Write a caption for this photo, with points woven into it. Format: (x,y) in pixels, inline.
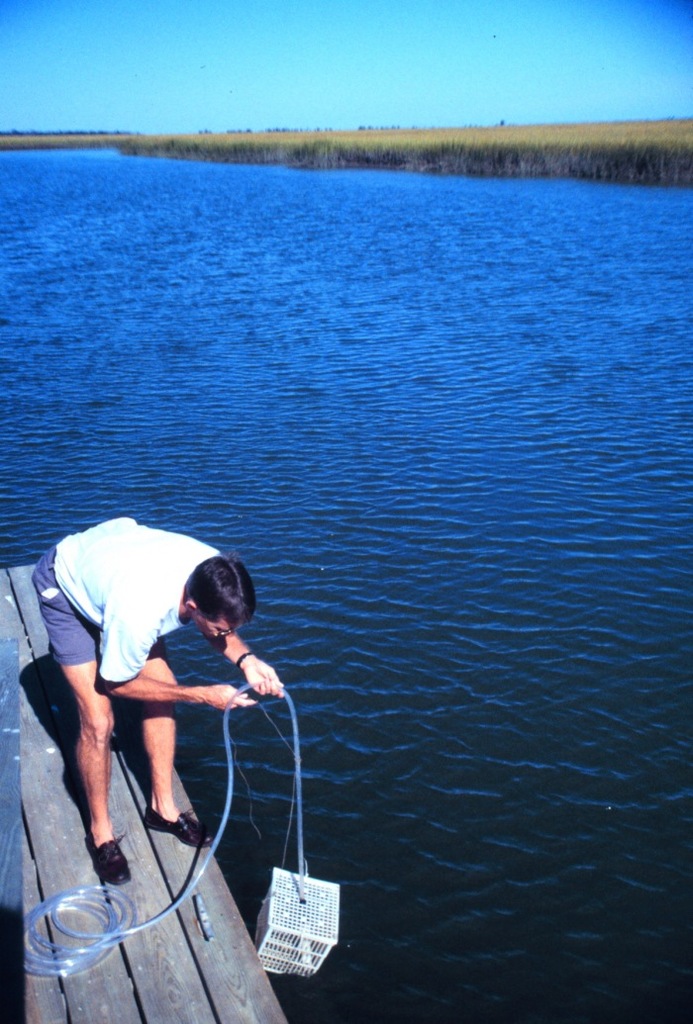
This image is taken outdoors. At the top of the image (126,70) there is a sky (346,73). At the bottom of the image (231,959) there is a wooden platform (172,986). In the middle of the image (384,459) there is a pond (217,310) with water (221,323) and there are a few plants (248,147) in the background (428,146). On the left side of the image (130,575) a man (190,698) is standing on the wooden platform (145,898) and he is holding a pipe (299,773) in his hands (244,673) and there is a box (302,921) attached to a pipe (299,886).
